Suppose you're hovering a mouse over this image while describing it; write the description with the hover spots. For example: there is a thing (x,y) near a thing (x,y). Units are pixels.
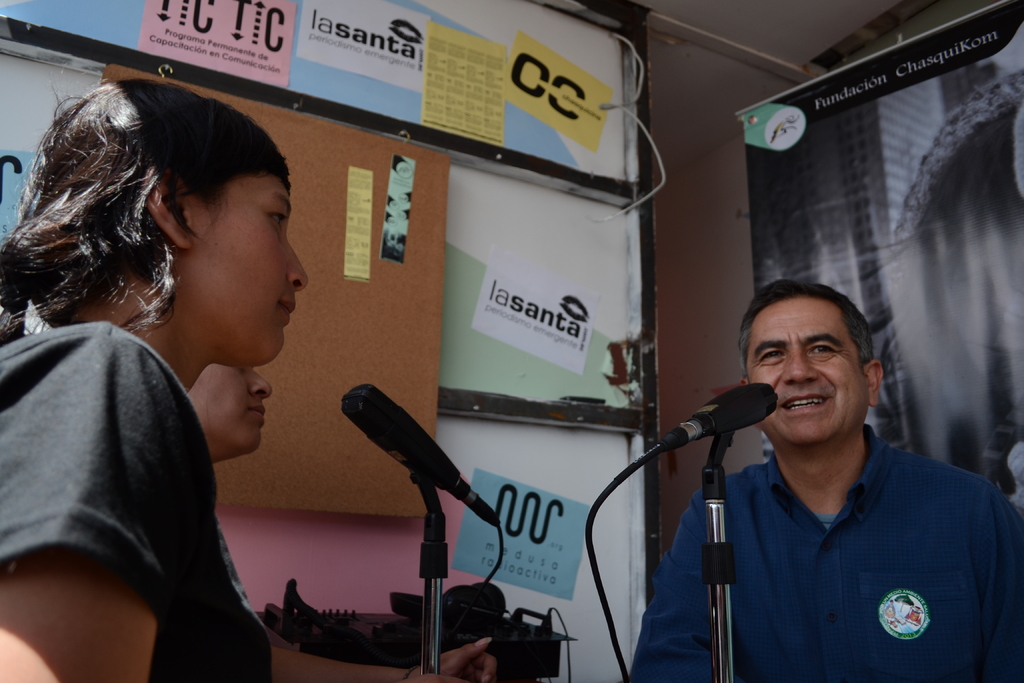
In this image there are a few people (241,239), in front of them there are a few microphones (604,494) and there is an object (420,606), in the background (233,13) there are some posters (462,125) are attached to the wall (513,408). On the other side there is a banner (919,127) with some text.
